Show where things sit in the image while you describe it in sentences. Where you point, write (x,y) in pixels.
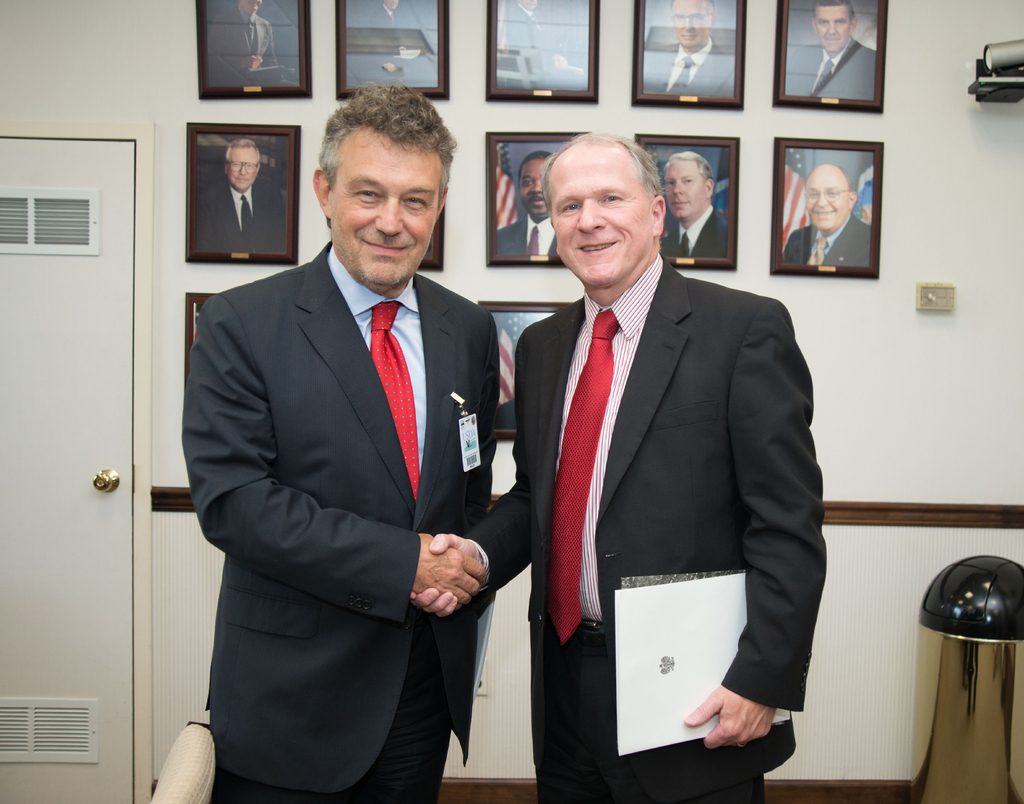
In this image we can see persons (287,577) standing on the floor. In the background (592,65) we can see photo frames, door (15,385), dustbin (954,625) and wall (910,421).
